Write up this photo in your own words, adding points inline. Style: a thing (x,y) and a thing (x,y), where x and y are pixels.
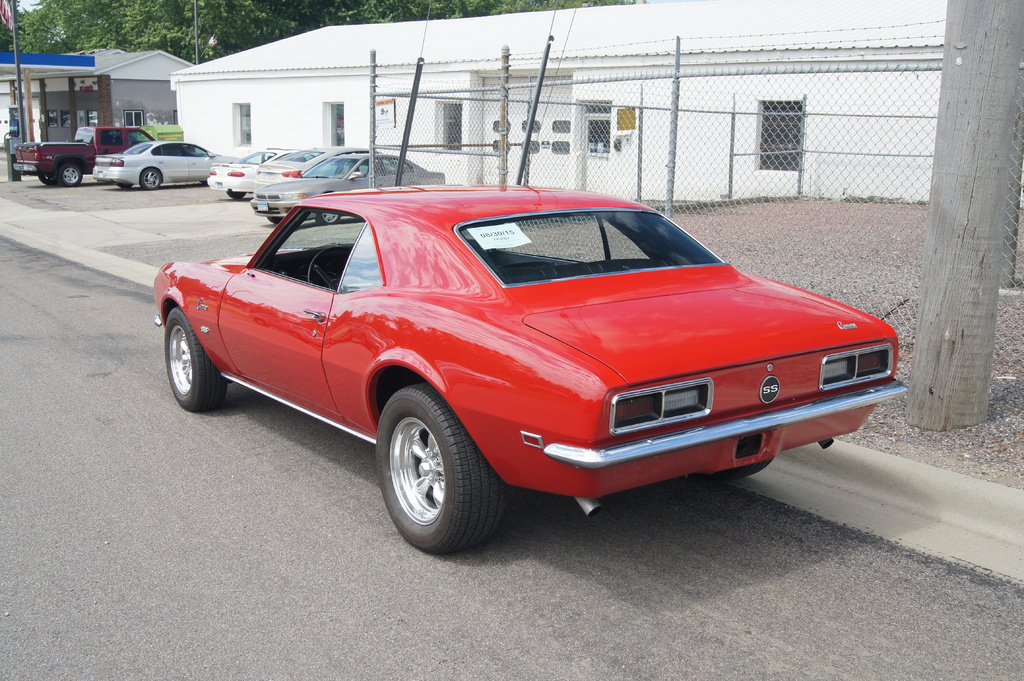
In this image we can see there are vehicles (306,326) on the ground (56,204) and there are houses (304,50), shed (53,62) and road (136,317). At the side there is a fence (666,130) and trees (92,24).
